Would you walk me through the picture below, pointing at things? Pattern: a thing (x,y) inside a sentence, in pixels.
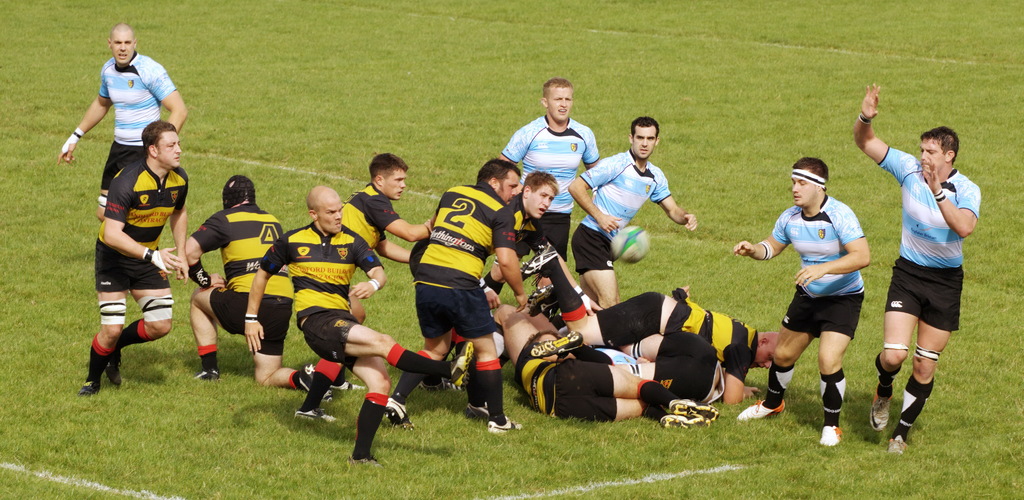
In this picture there are people (906,305) in the center of the image (544,194) on the grassland (735,197), they are about to catch the ball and there are few people (623,393) those who are lying on the floor (202,494).
